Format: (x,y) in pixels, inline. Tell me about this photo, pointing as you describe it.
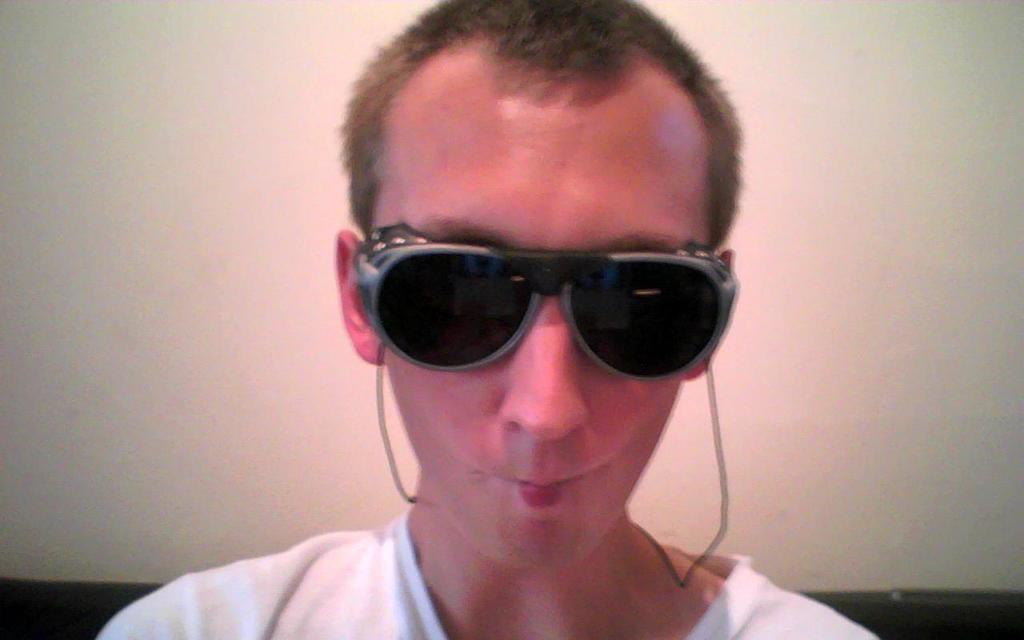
In this picture I can see a person (519,435) wearing glasses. I can see the wall (276,368) in the background (211,246).
